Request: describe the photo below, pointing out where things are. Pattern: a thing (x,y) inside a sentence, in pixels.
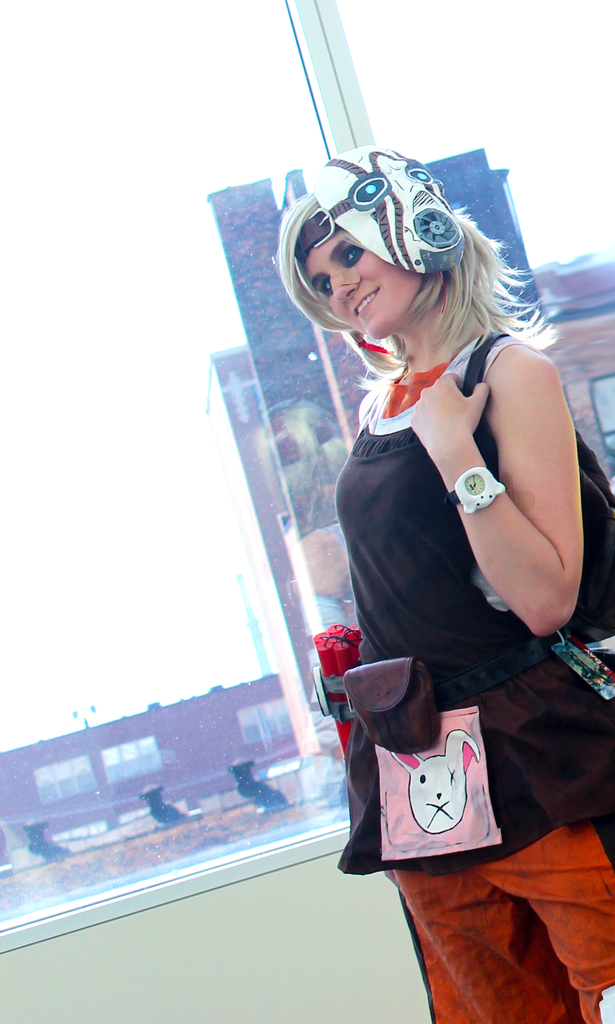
On the right side of the image (518,968) we can see woman (424,857) standing on the ground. In the background (248,486) we can see buildings (289,580), sky (160,233), window (209,114) and wall (203,957).
